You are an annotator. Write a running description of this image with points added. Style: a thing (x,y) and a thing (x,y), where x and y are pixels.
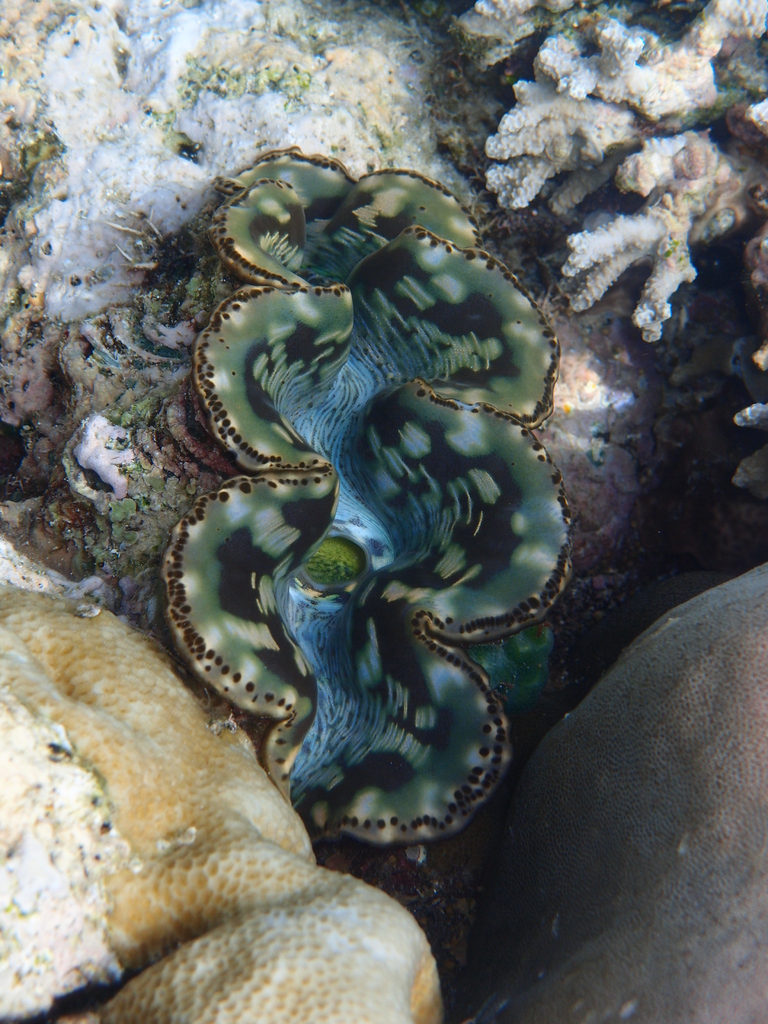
In this image it looks like a giant clam (503,369) and some corals (718,634) in water (411,847).
